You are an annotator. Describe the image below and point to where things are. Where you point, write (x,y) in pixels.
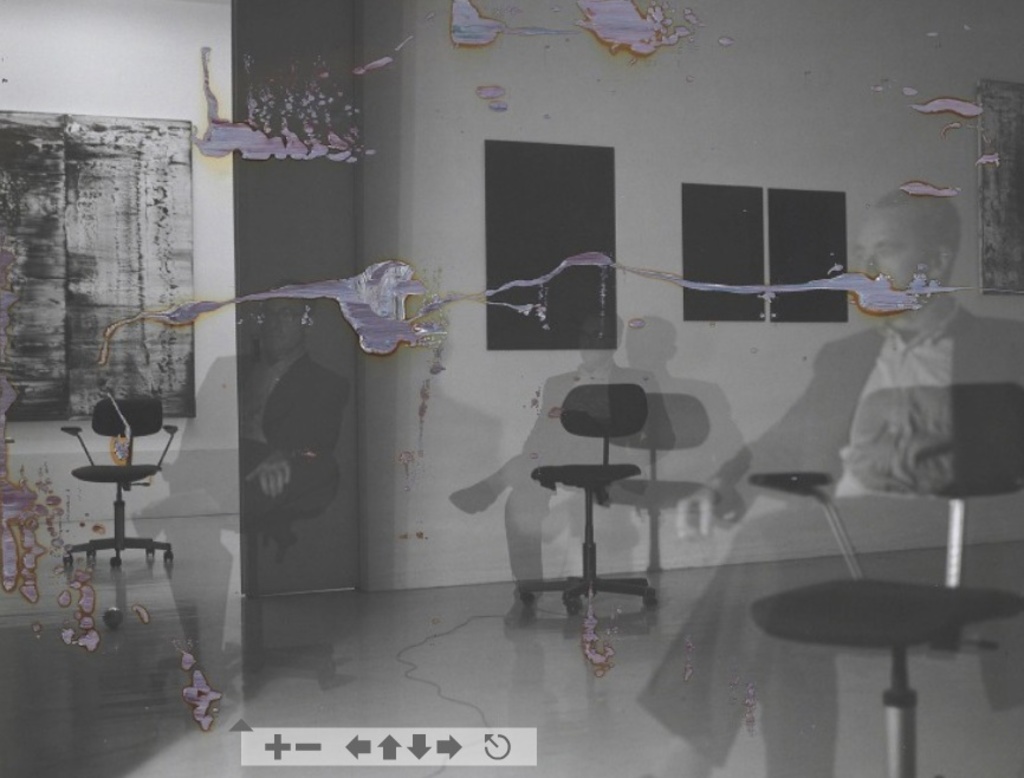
This picture seems to be an edited image and we can see the reflections (937,482) of persons (271,489) seems to be sitting on the chairs (596,467) and we can see the chairs (893,716), wall (425,390) and some other items (515,260).
